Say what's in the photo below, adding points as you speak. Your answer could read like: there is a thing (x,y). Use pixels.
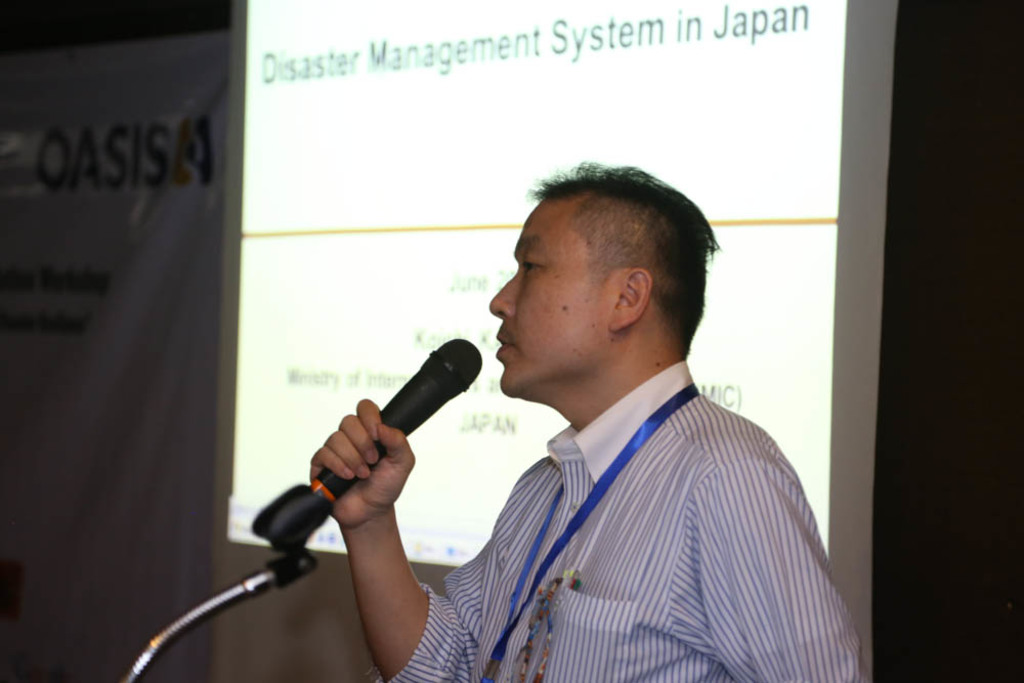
there is a person (576,515) holding microphone (434,414). behind him there is a projector display (603,112). on the display (253,92) its written disaster management system in japan.
